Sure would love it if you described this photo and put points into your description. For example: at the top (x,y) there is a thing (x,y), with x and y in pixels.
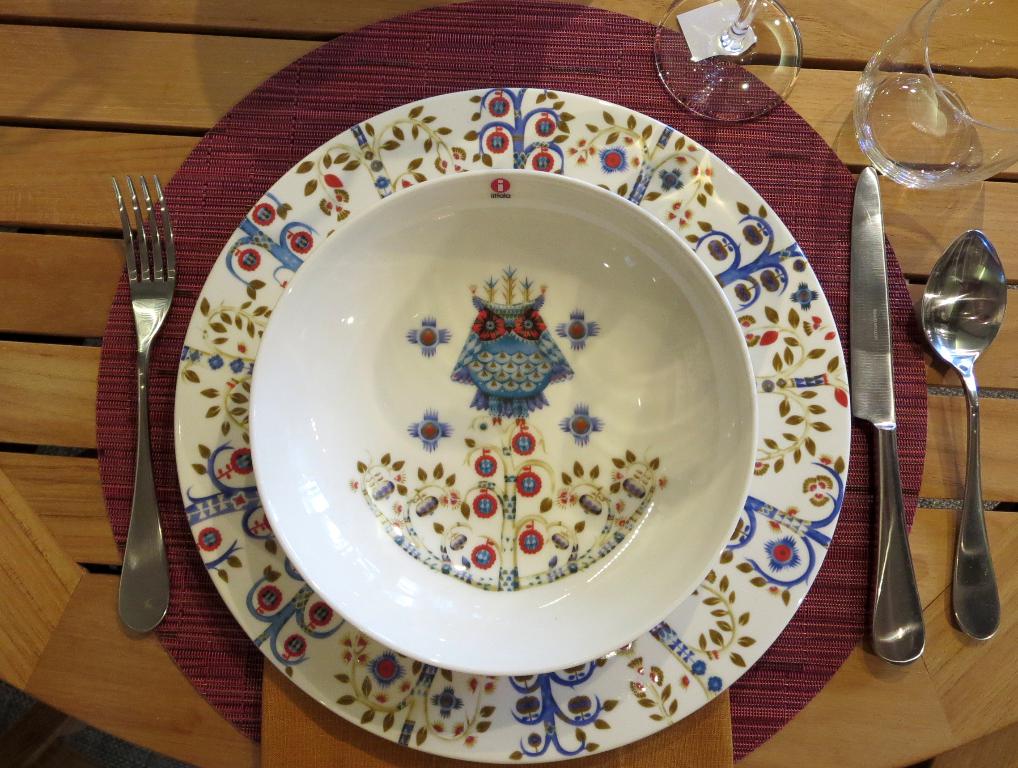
In this image we can see there is a plate (814,423), beside the plate (827,434) there is a knife (870,409), spoon (983,254), two glasses (952,136) and a fork (148,210) placed on the wooden table (48,256).
